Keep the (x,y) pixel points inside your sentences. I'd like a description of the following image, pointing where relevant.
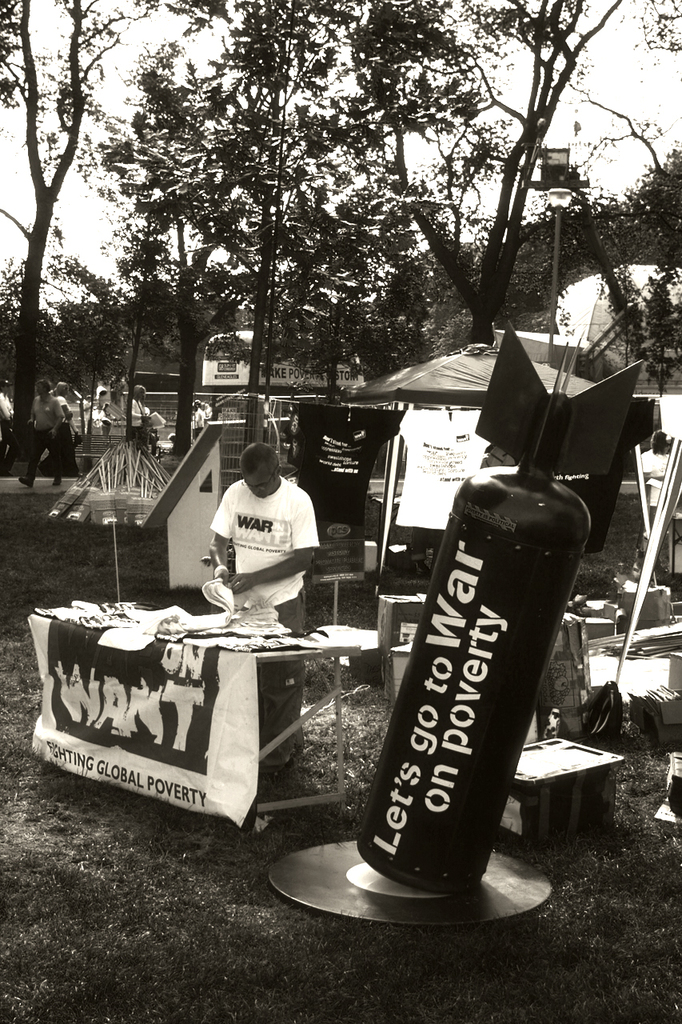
In this image I can see a man (264,527) wearing white color t-shirt (278,538) and standing in front of the table (276,654). There are some clothes (186,634) on this table (261,641). In the background (327,444) I can see some t-shirts (337,442) hanging to the rope (291,402) and there is a shed (459,371).
